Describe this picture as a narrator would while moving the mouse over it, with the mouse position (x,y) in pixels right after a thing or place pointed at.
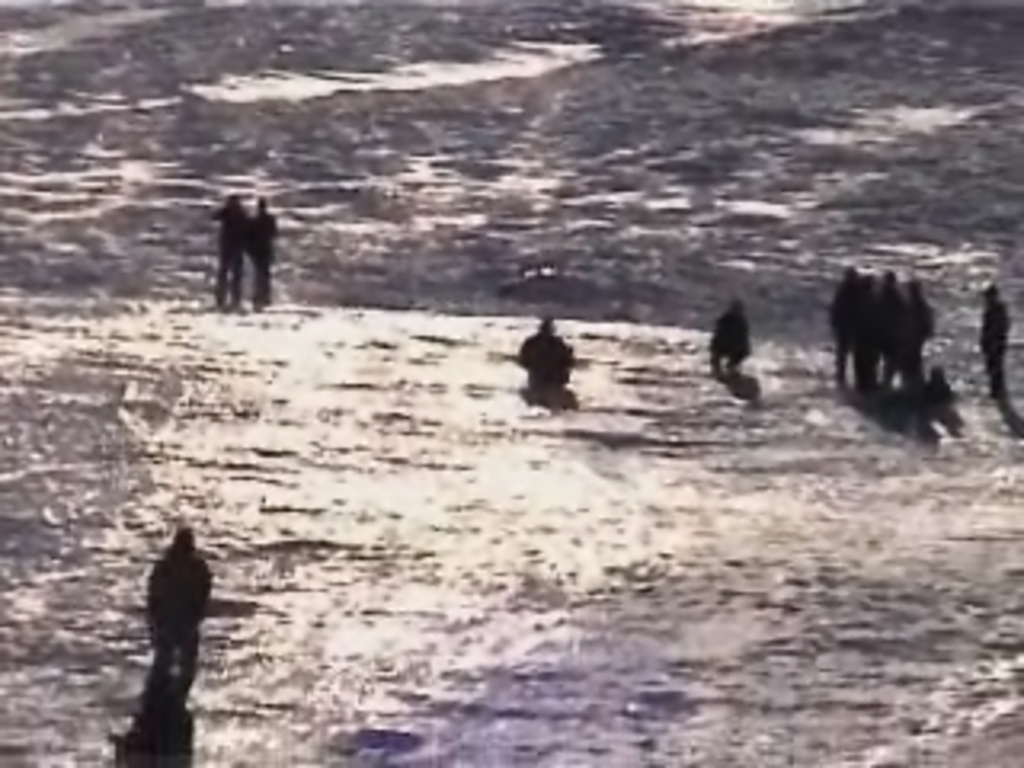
In this picture I can see group of people (541,356) standing on the snow (644,487).
